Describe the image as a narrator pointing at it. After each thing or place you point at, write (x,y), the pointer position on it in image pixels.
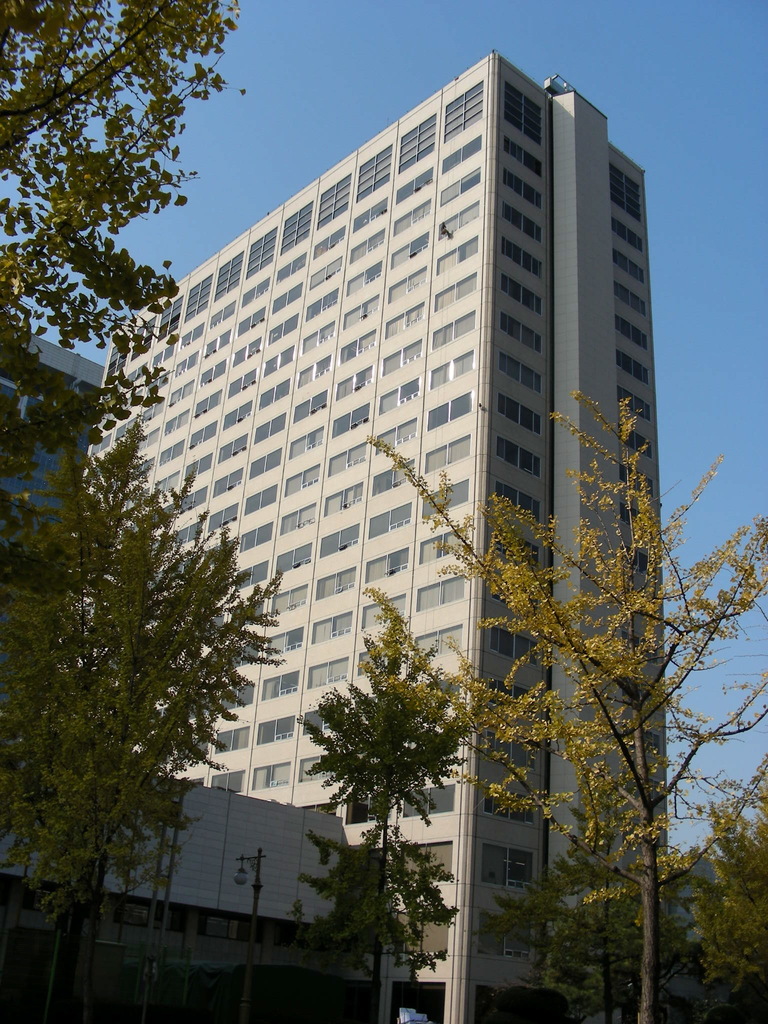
In this image there are buildings (357,590), few trees (0,365) and the sky (676,309).
